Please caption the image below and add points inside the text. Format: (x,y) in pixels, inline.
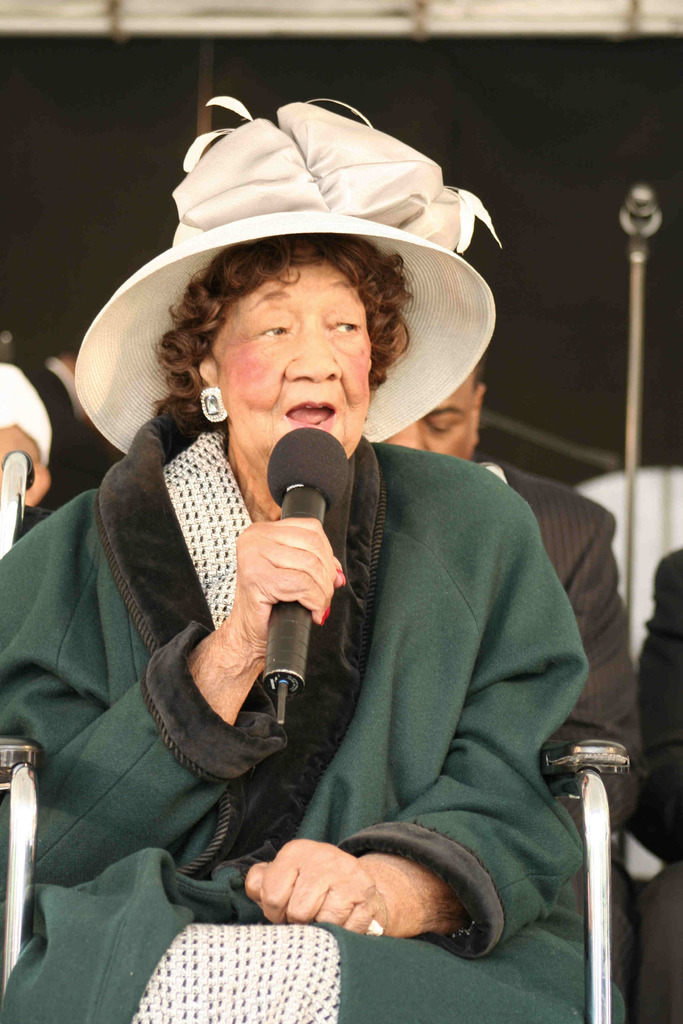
In this image we can see a woman (118,1023) sitting on a chair (0,527) and she is singing on a microphone (311,601). In the background (549,501) we can see a person (597,636) sitting on a chair (639,628).
